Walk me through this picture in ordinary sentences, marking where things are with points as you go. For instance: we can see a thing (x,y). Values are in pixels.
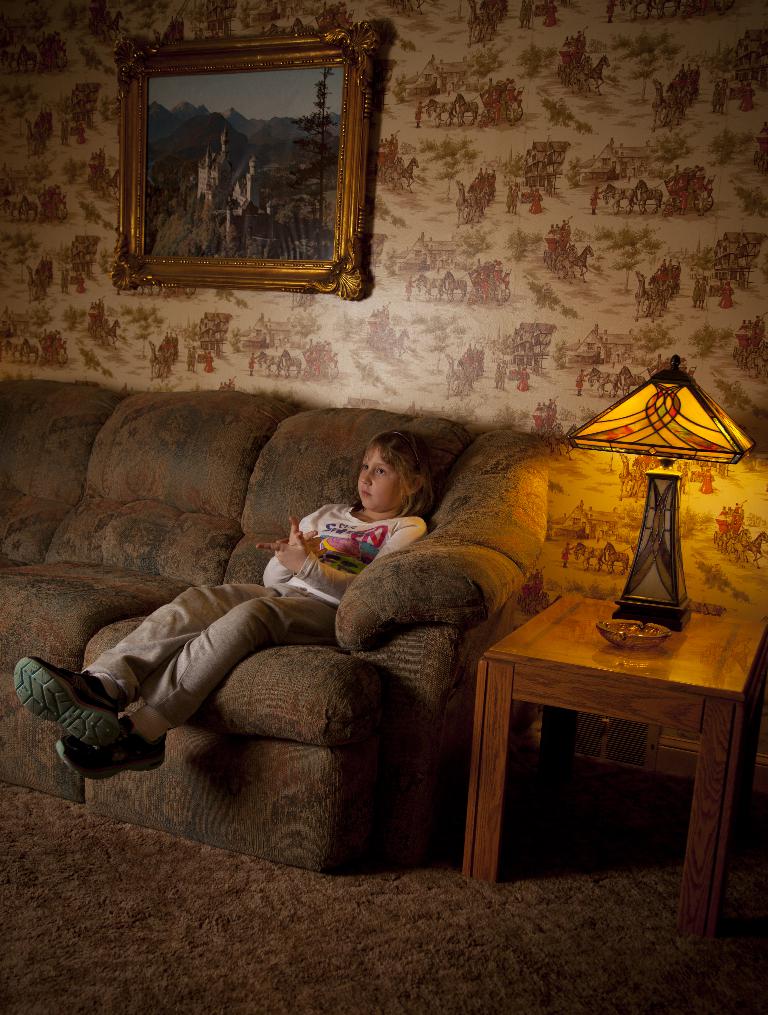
Here is a small girl (236,610) sitting on the couch (186,472). This is a table (525,633) with a lamp (674,572) and a small bowl (628,636) on it. This is a photo frame (274,164) attached to the wall (520,278). This is the floor (356,905).
